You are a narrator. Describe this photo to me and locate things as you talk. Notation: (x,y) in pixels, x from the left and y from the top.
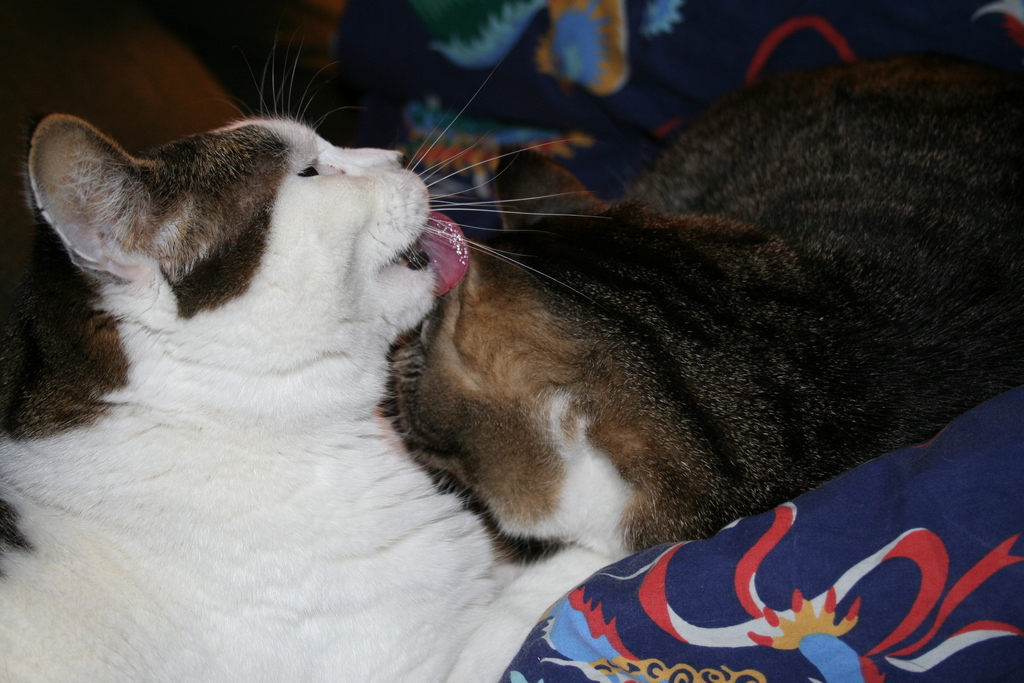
In this image we can see a cat (335,178) on the left side (244,295). Here we can see another cat (983,240) on the right side (922,192).
